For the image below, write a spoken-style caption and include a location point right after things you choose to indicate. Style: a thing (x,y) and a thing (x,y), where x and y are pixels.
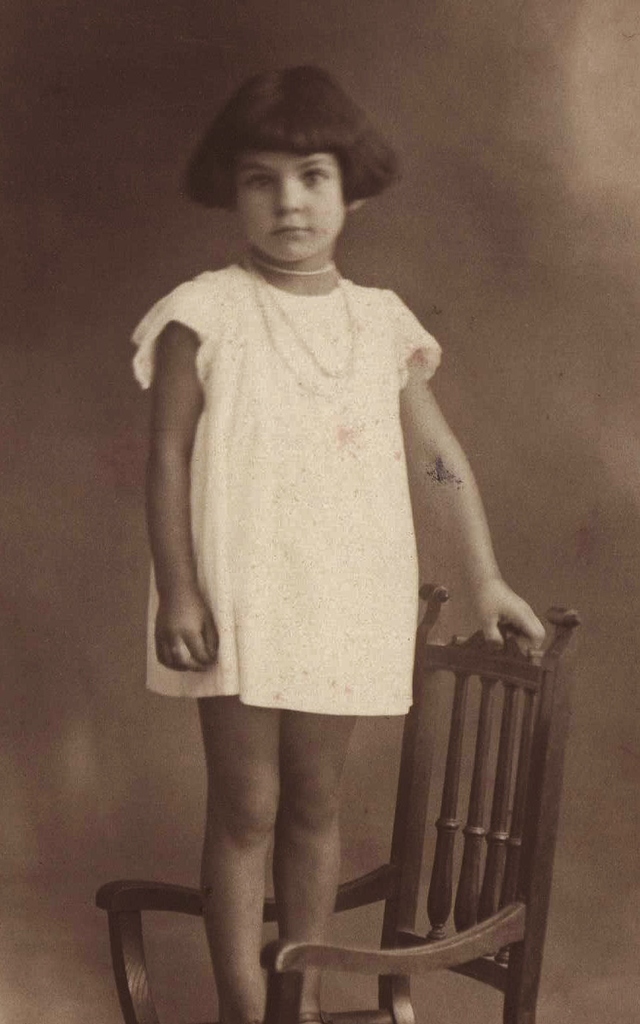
In this picture there is a small girl (471,506) standing on a chair (451,867), and not smiling, she wore a white frock (321,408) and she is holding the chair (524,680) with her left hand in the background (483,168) there is a wall (474,92).
